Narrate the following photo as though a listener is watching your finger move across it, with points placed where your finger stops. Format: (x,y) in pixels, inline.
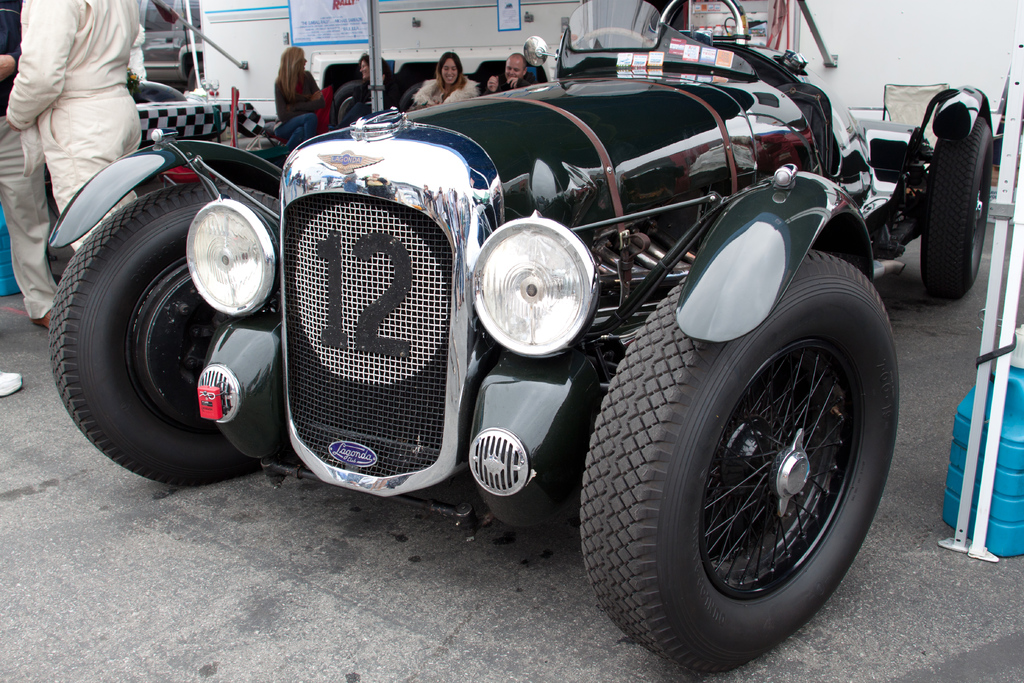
In this image we can see a vehicle (664,534) and there are few people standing on the left side of the image (94,35) and we can see few people (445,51) sitting in the background (280,101) and there is a board (341,9) with some text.
